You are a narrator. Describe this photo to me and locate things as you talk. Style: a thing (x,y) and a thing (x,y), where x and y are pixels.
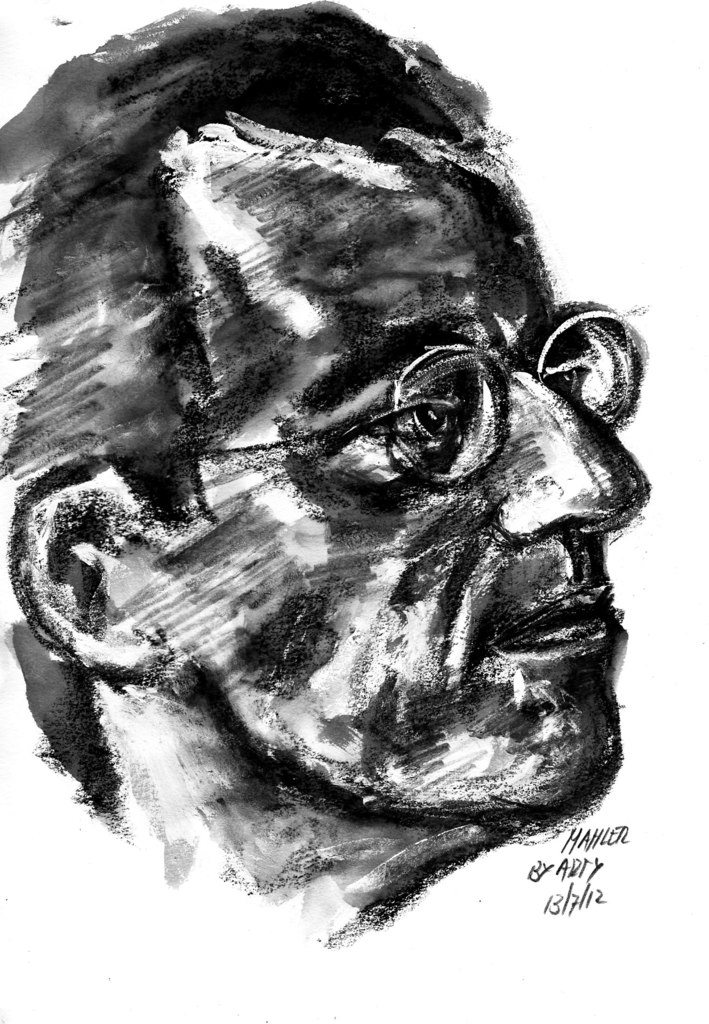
In this image we can see a sketch of a person (476,661) and some text (617,844), the background (667,142) is white.
